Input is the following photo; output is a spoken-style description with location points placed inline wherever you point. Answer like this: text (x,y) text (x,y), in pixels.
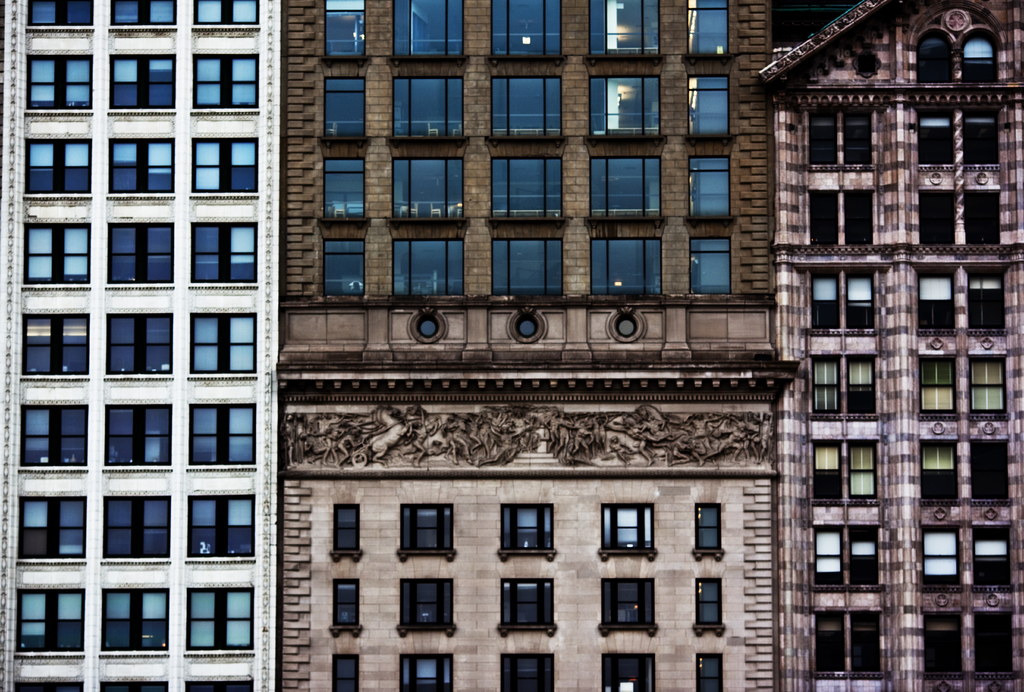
In this image I can see buildings (455,502) and windows (644,607). This image is taken may be during a day.
